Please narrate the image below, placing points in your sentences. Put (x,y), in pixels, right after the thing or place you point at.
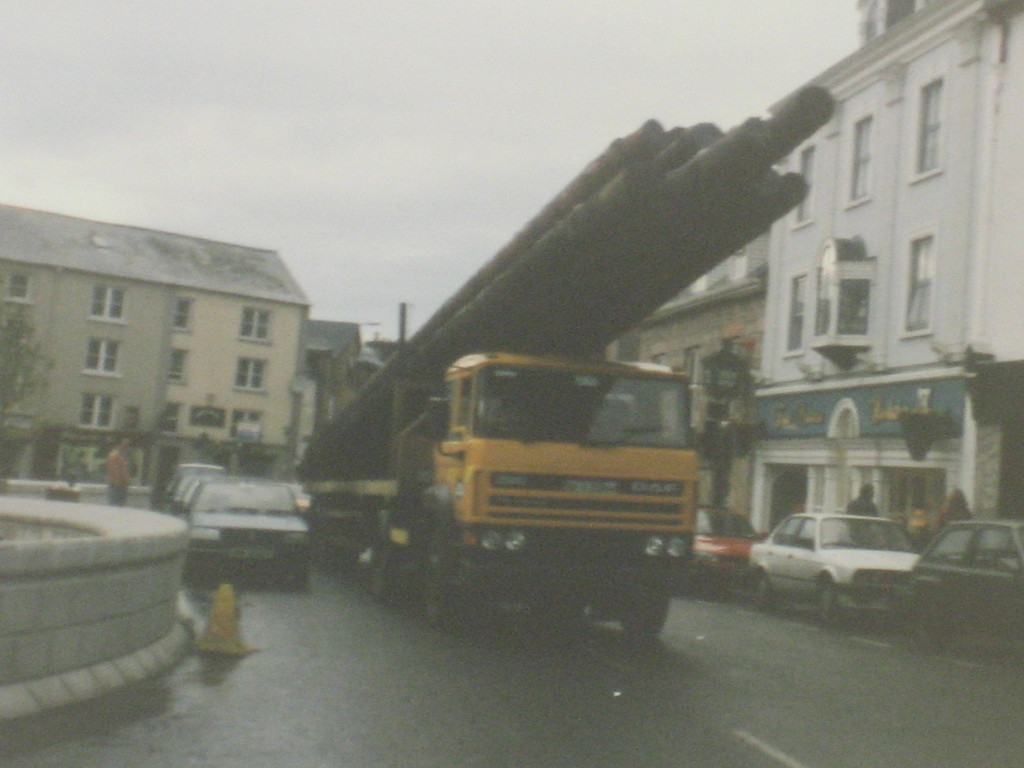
In the foreground of this image (440,432), there is a truck (546,357) with long pipes (591,254) in it moving on the road (529,717) and also there are many vehicles (719,543) moving on the road (841,665). On right side of the image (880,450), there are building (899,346). In the background (256,408), there is a building (134,364), pole (401,318), trees (8,353) and the sky (378,115).
